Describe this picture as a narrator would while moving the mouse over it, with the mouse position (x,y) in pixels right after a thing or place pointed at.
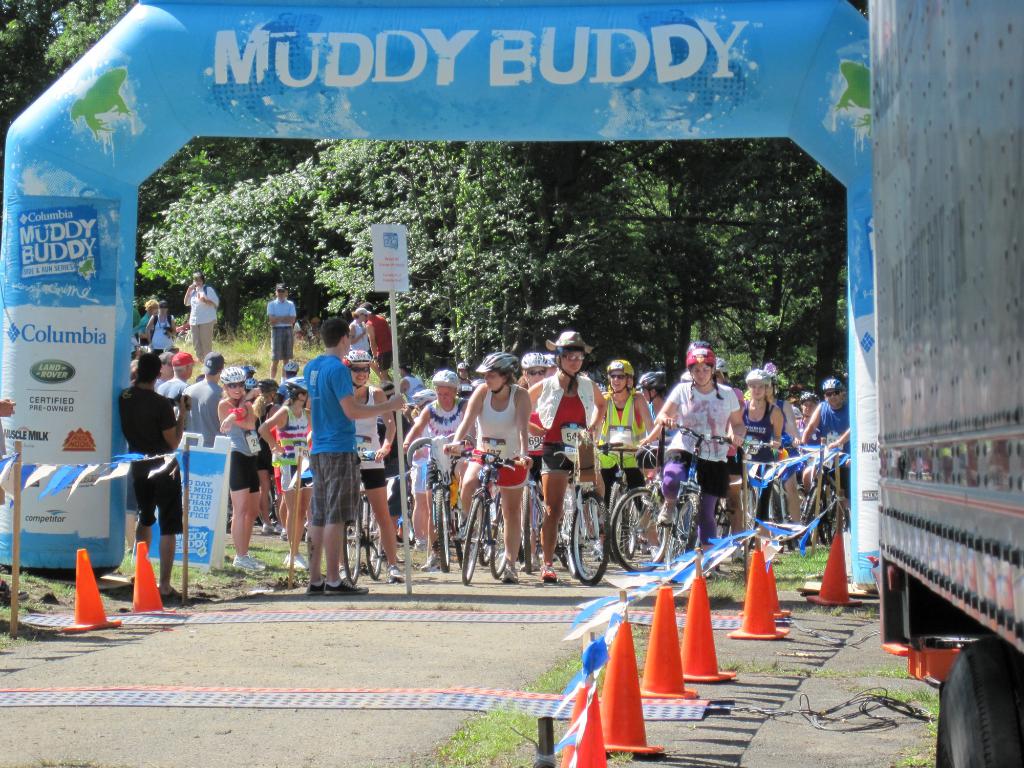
In the image I can see people (295,443) among them some are standing on the ground (733,578) and some are holding bicycles (584,520) and wearing helmets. The person (332,429) in the middle (342,361) is holding a pole (399,451) which has a board (392,273) attached to it. I can also see traffic cones (687,652), a vehicle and some other objects (532,610) on the ground (477,654). In the background (471,266) I can see trees (463,239).
